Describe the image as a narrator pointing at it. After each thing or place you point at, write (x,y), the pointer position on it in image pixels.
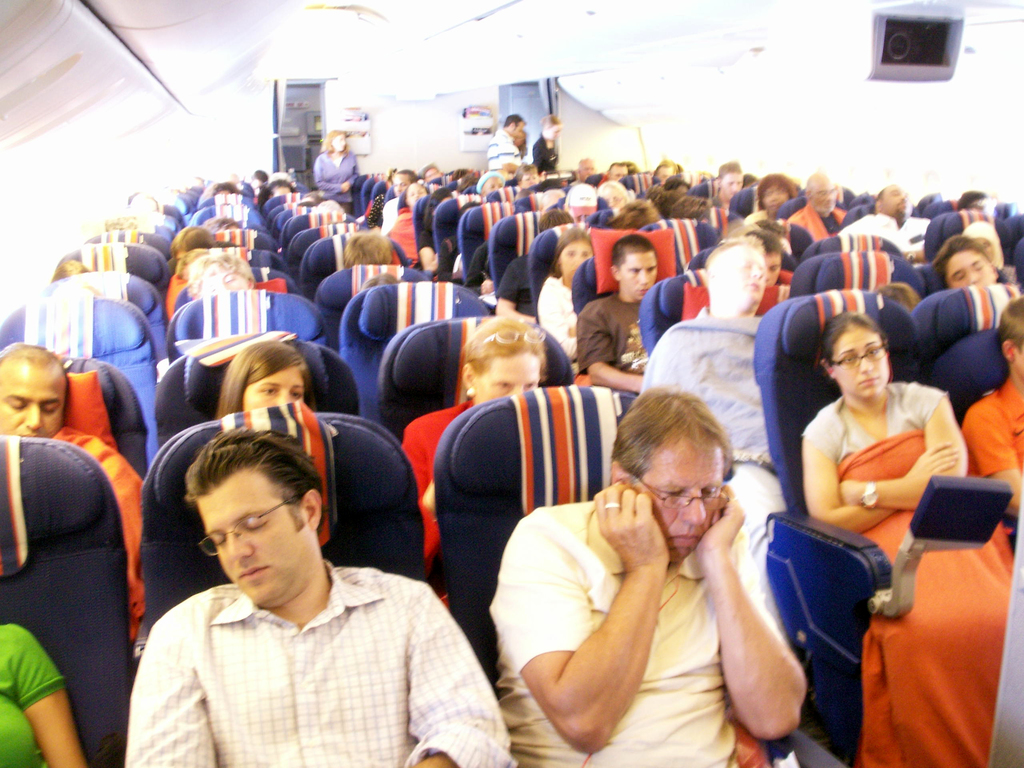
In this picture there are few persons (719,353) sitting in chairs (543,419) and there are four persons (494,153) standing in the background (510,127) and there is an object (893,44) in the right top corner (926,46).
